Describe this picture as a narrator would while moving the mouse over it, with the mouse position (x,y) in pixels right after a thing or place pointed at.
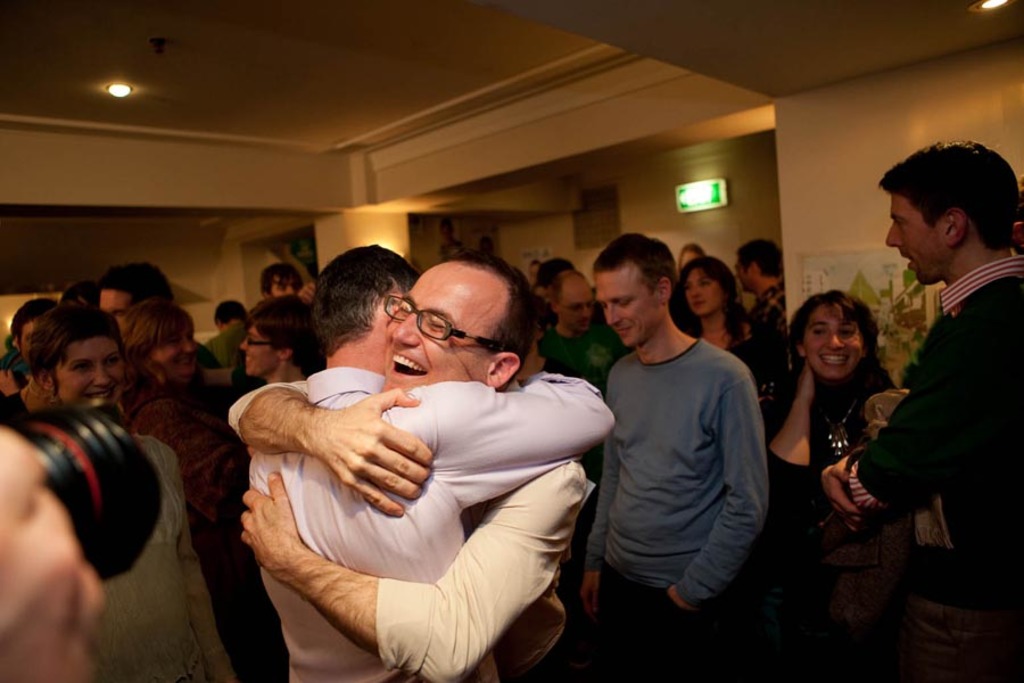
In this image we can see a group of people (517,616) standing on the floor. One person (452,353) is wearing spectacles (451,335). To the left side of the image (103,462) we can see a camera (83,509). To the right side of the image (983,423) we can see a person (965,327) holding an object (941,521) with his hands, some pictures (878,301) on the wall (643,214), a pillar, signboard (703,191) and some lights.
